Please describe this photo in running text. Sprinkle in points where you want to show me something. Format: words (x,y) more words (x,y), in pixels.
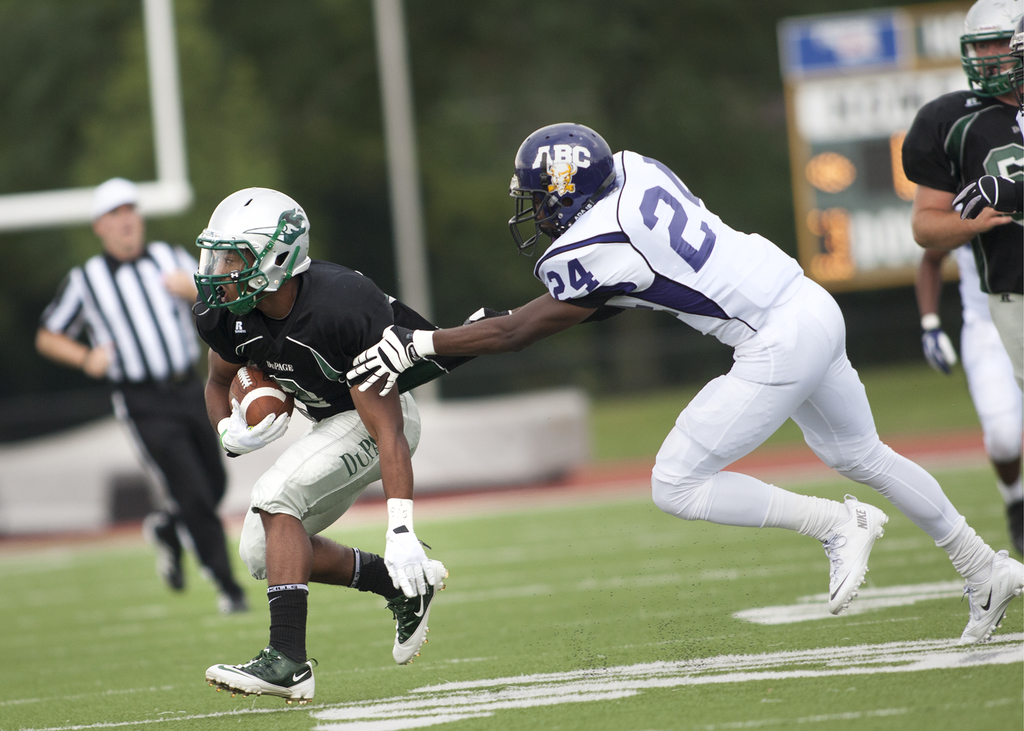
In this image it seems like a football match where there are two football players (444,365) who are trying to hold the ball (253,393). In the background (112,286) there is a referee (120,314) who is running on the ground (184,555). In the background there is a goal post (177,102). Beside the goal post (177,102) there is a scoreboard (833,86) on the right side (848,46).
